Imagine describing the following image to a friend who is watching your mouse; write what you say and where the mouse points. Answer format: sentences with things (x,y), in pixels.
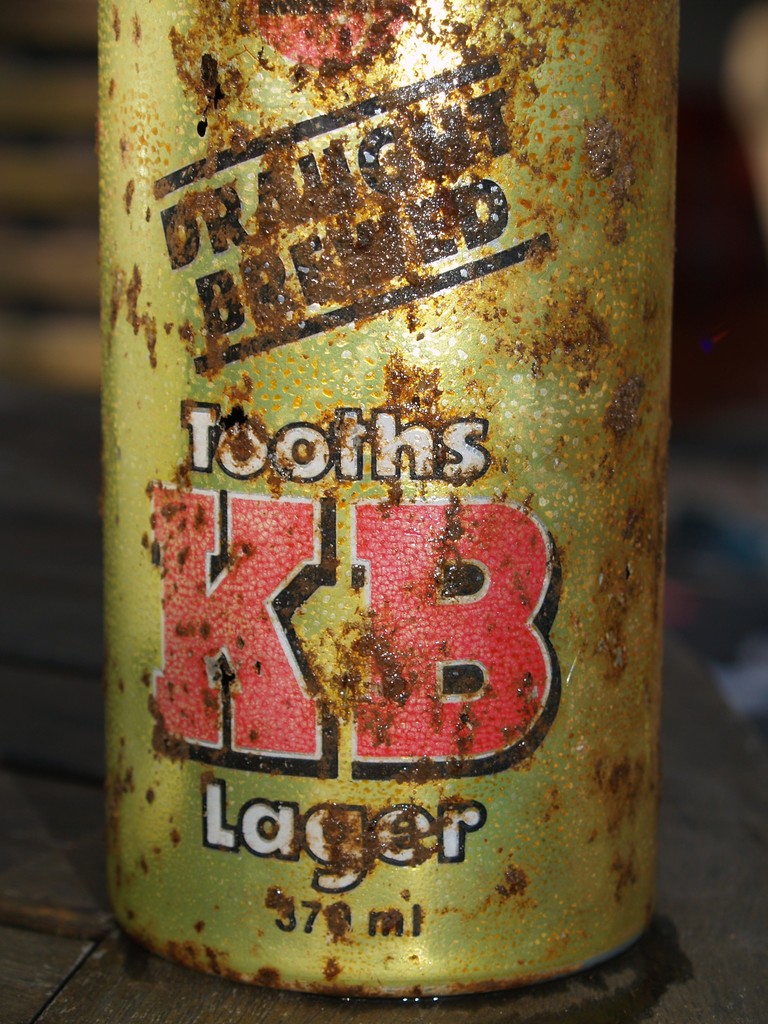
In the picture I can see a can (396,133) and looks like the can (394,577) is placed on the wooden table (284,1014).
